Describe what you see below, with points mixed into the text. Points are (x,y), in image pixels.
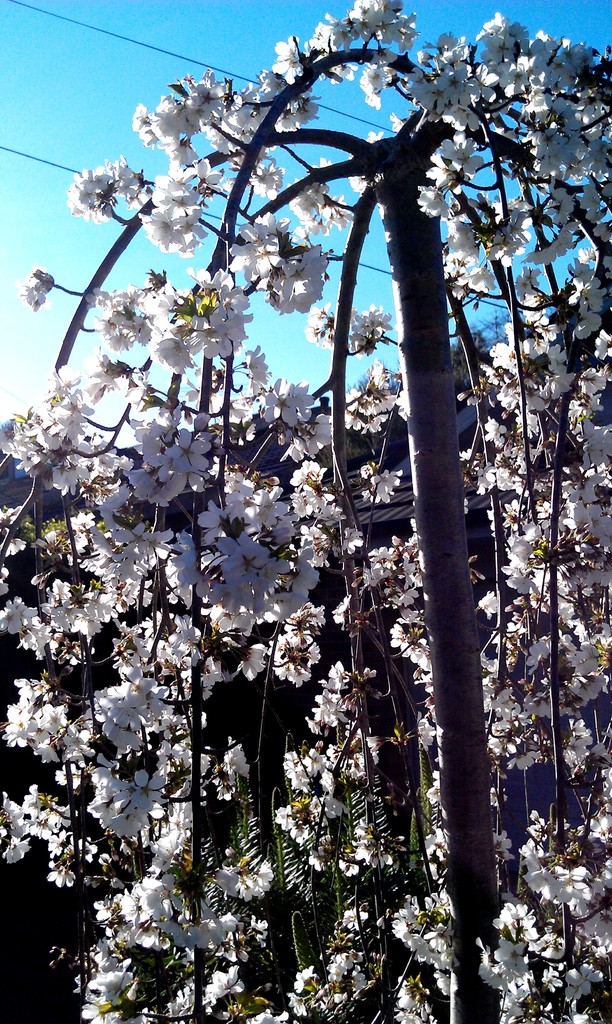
Here in this picture we can see a tree (343,362) present over there, which is fully covered with flowers (282,288) over there.
